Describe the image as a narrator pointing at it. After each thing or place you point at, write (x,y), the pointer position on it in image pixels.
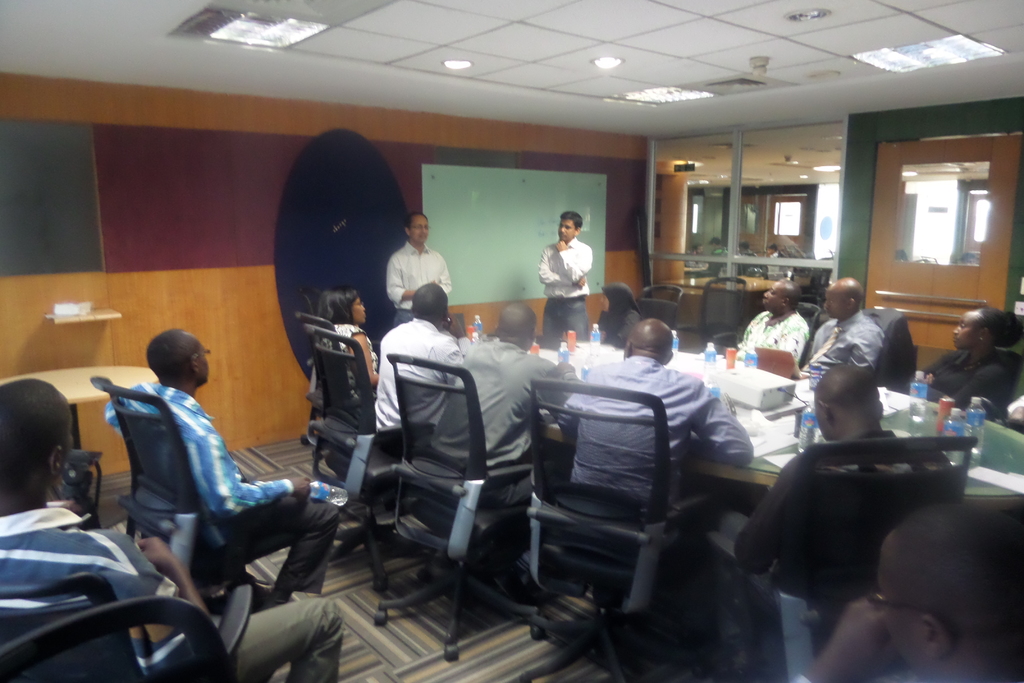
In this image there are group of people (639,322) sitting on the chair (658,508). There are two person (419,257) standing on the floor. There is a table (787,417) on the table (907,408) there are water bottles (917,380) and there is a wooden wall (262,324).
